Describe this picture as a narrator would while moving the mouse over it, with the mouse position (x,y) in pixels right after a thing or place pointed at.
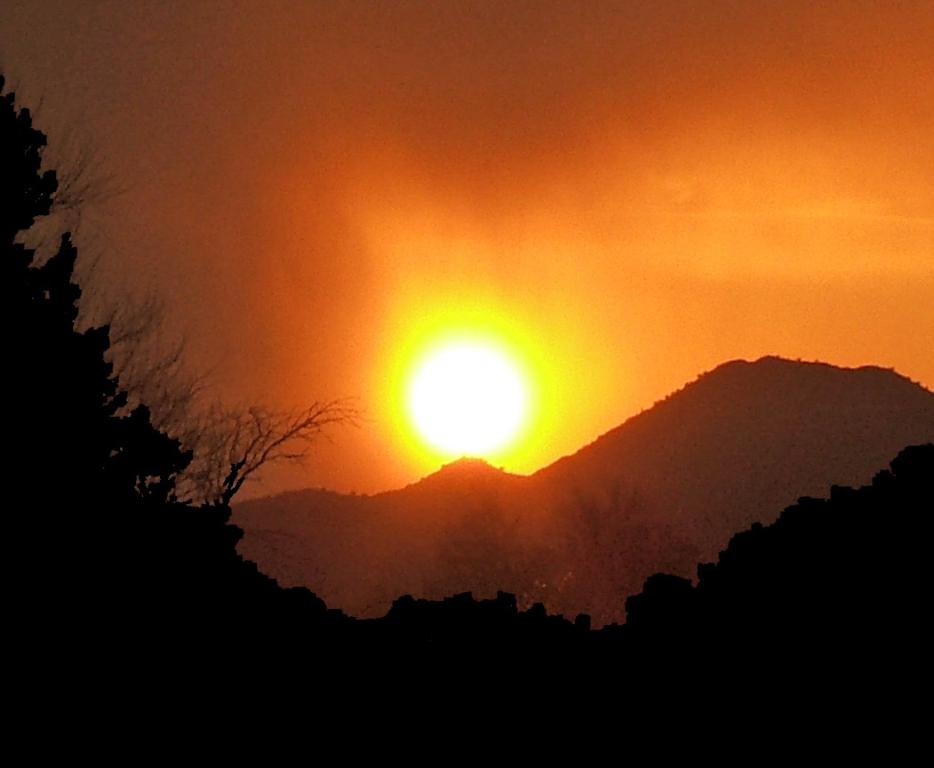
In this image we can see hills (618,552), trees (145,568), sky (374,468) and sun (414,426).
